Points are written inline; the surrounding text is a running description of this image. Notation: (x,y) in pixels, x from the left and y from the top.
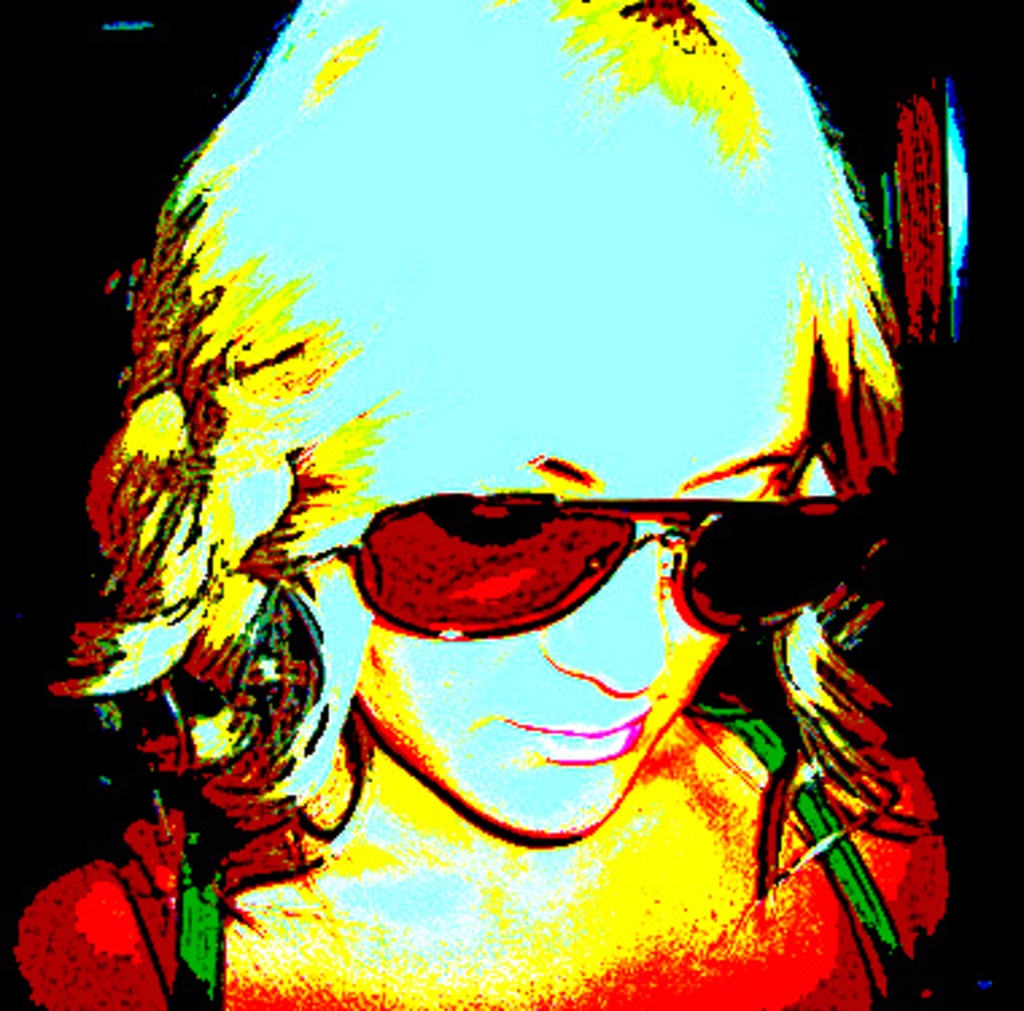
This is an edited image of a woman (631,352).
